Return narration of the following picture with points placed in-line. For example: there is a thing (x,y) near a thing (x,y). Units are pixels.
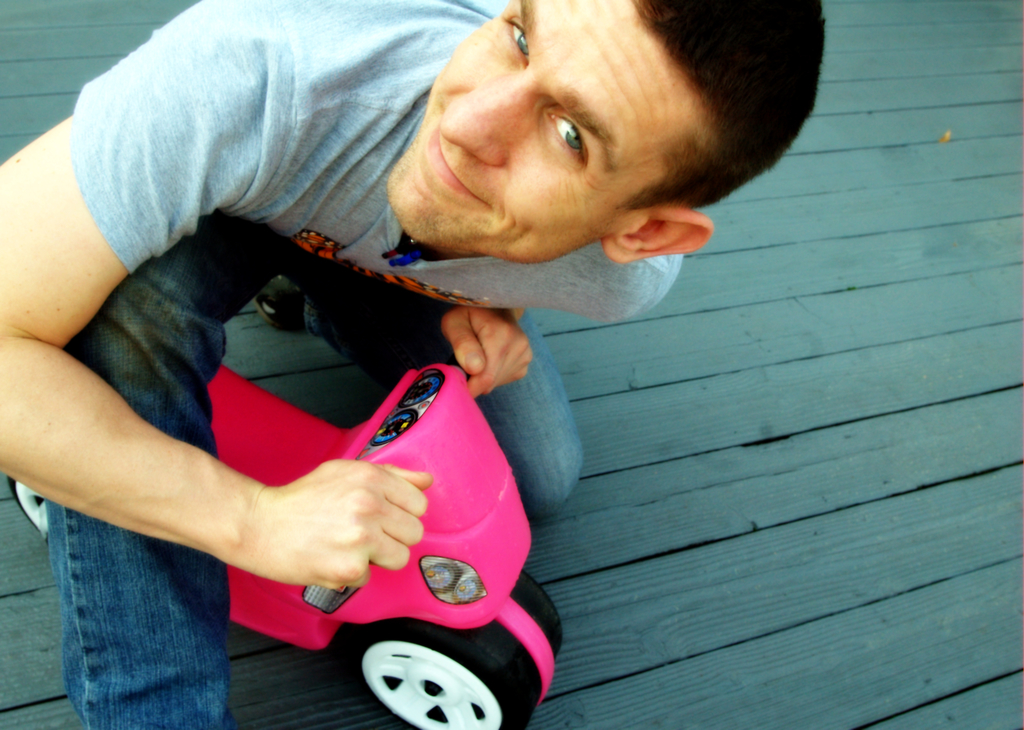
In the image there is a man (226,51) in grey t-shirt (152,177) and blue jeans (159,382) sitting on kids cycle (220,424) on a wooden floor (820,365).
